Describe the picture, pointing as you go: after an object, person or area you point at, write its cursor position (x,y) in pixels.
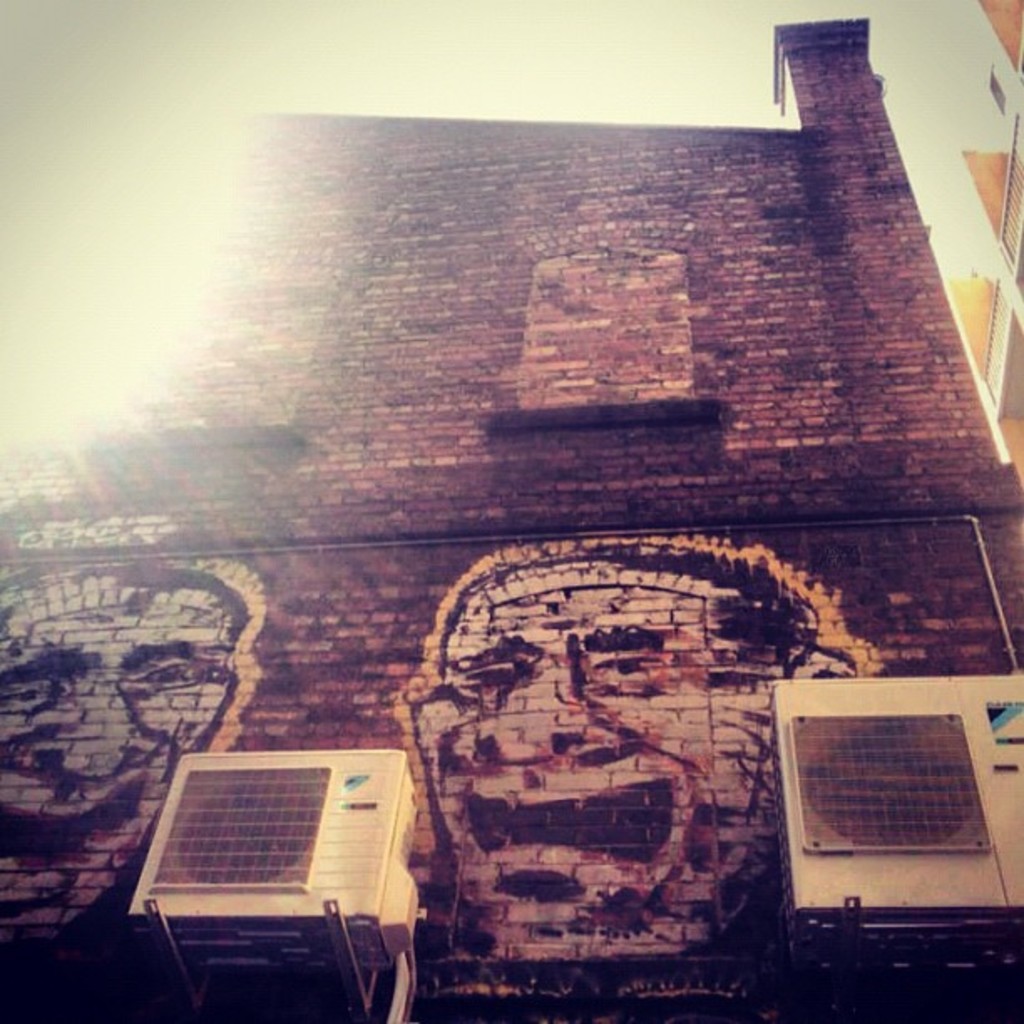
In this picture we can see a building (489,501), there is a wall painting (488,642) here, we can see two outdoor units (880,782) here, there is the sky (640,44) at the top of the picture (634,42).
